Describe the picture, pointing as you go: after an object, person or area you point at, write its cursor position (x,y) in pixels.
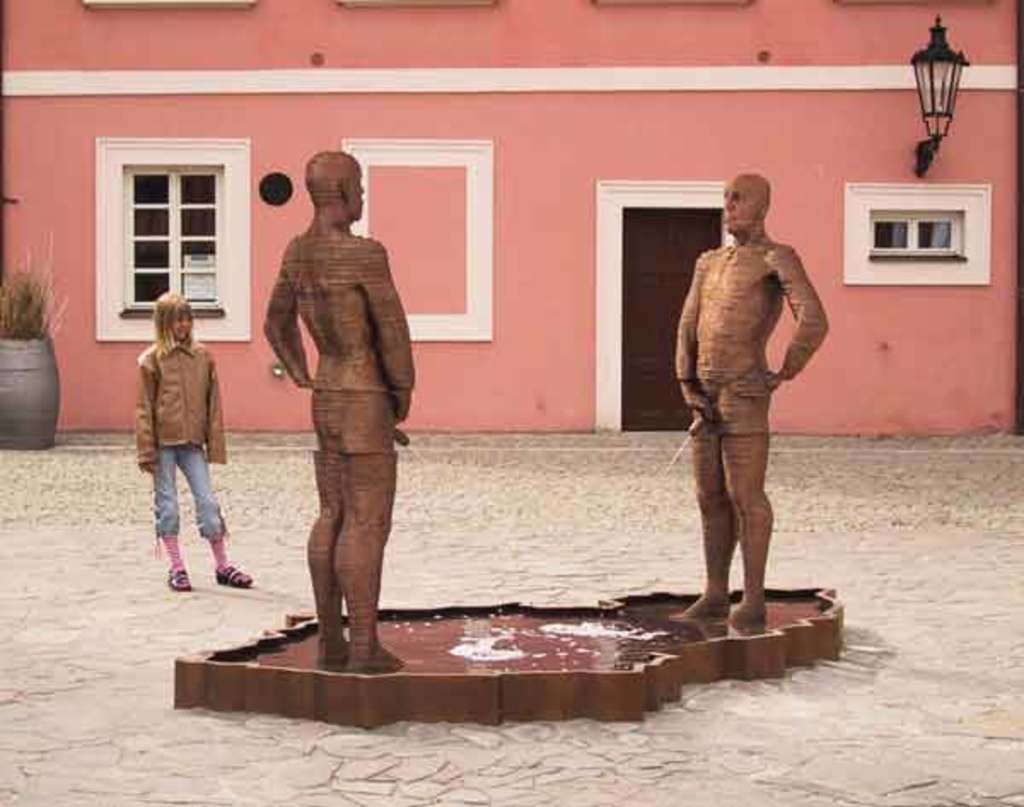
There are two statues (724,312) on a pond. On that there is water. In the back (445,147) there is a building (254,123) with windows (183,175), door (668,223) and light (944,93). There is a person (191,424) standing. On the left corner (39,381) there is a pot (35,391) with plant (30,302).
